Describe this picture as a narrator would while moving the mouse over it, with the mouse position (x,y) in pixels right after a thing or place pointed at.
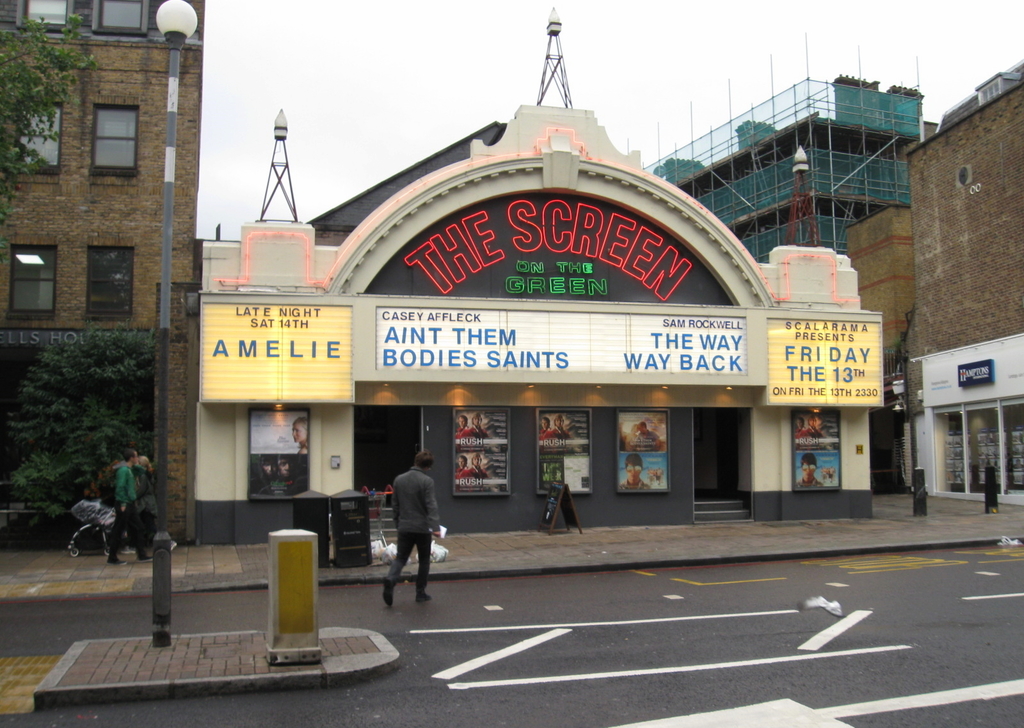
The picture is clicked outside. In the foreground (412,557) we can see the group of persons (139,506) walking on the ground (615,584) and we can see some objects (288,570) on the ground (629,595) and we can see the text (477,343) on the building (606,295) and the pictures (493,425) and text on the banners (557,441). On the left (174,22) we can see a lamp (167,34) attached to the pole (162,516) and we can see the buildings (494,228), metal rods (560,40), trees (83,416) and some other objects (799,125). In the background (599,22) we can see the sky (607,9), net (782,97) and some other objects (840,142).
